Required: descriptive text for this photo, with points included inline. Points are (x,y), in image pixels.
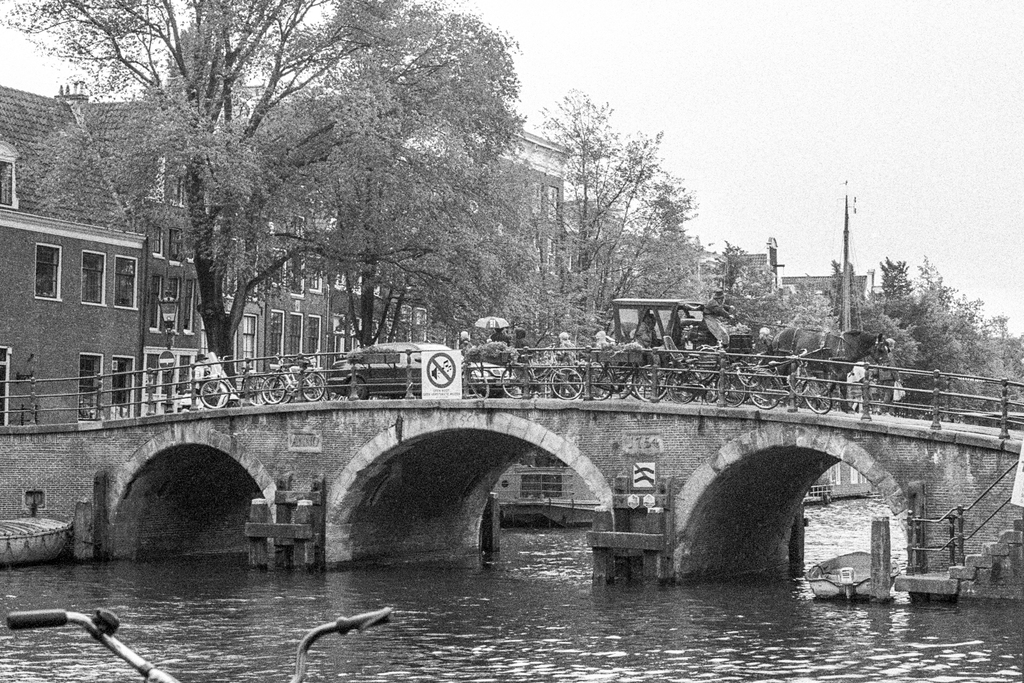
In this picture we can see a bridge (453,506). There are few arches (467,411) on this bridge (433,424). We can see a few vehicles (401,361) on the bridge (90,498). We can see a stand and a signboard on the pole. There are few buildings (121,268) and trees (961,404) in the background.
